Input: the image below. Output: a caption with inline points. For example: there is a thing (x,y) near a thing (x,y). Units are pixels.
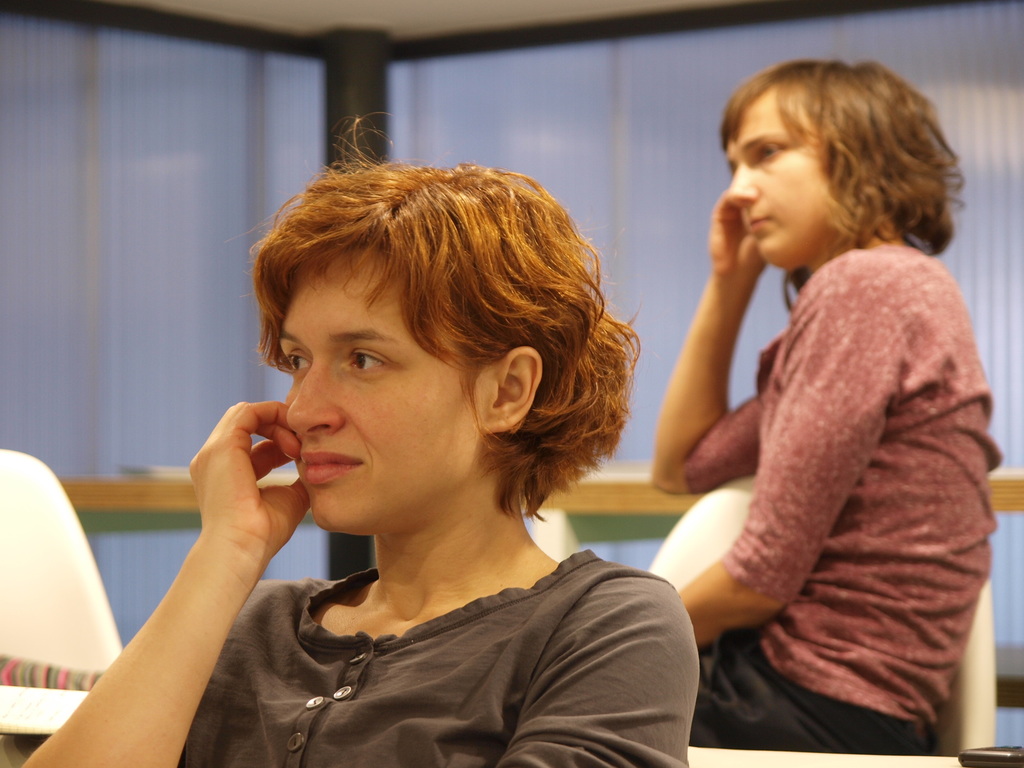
In this image there are two girls (551,565) sitting on their chairs (686,563) and looking to the left side of the image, behind them there is a table (173,476). In the background (655,157) there is a wall (672,109).
